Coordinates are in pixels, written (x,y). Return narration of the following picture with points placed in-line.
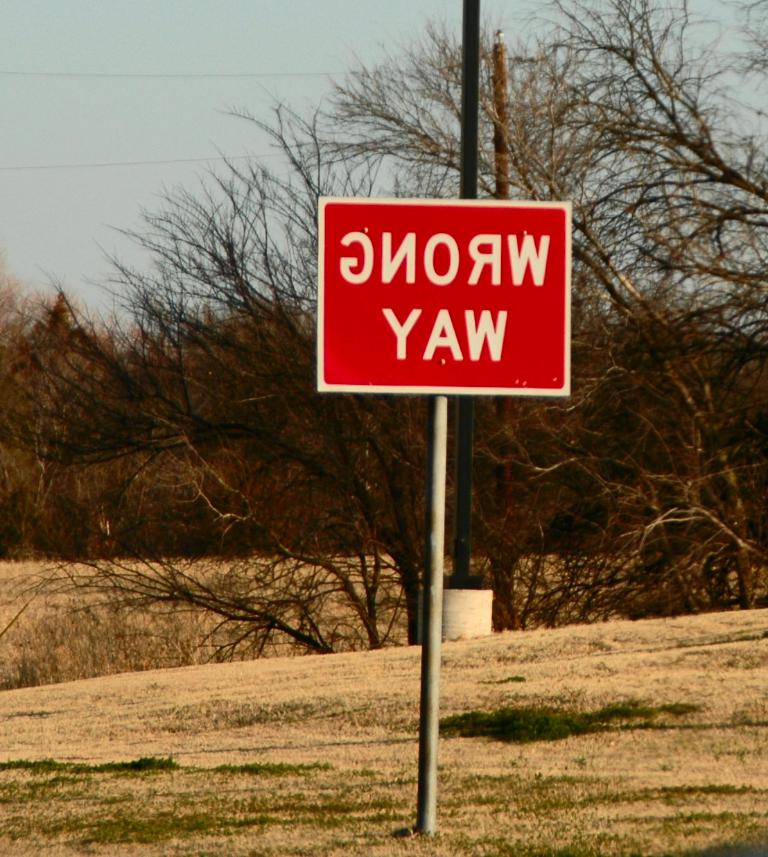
In this image there is a sign board pole (432,329) on the ground (399,809). There is text (476,242) on the board (429,307). Behind the pole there are trees (639,218). At the top (237,111) there is the sky (107,141). At the bottom (241,794) there is grass (484,751) on the ground (512,709).
